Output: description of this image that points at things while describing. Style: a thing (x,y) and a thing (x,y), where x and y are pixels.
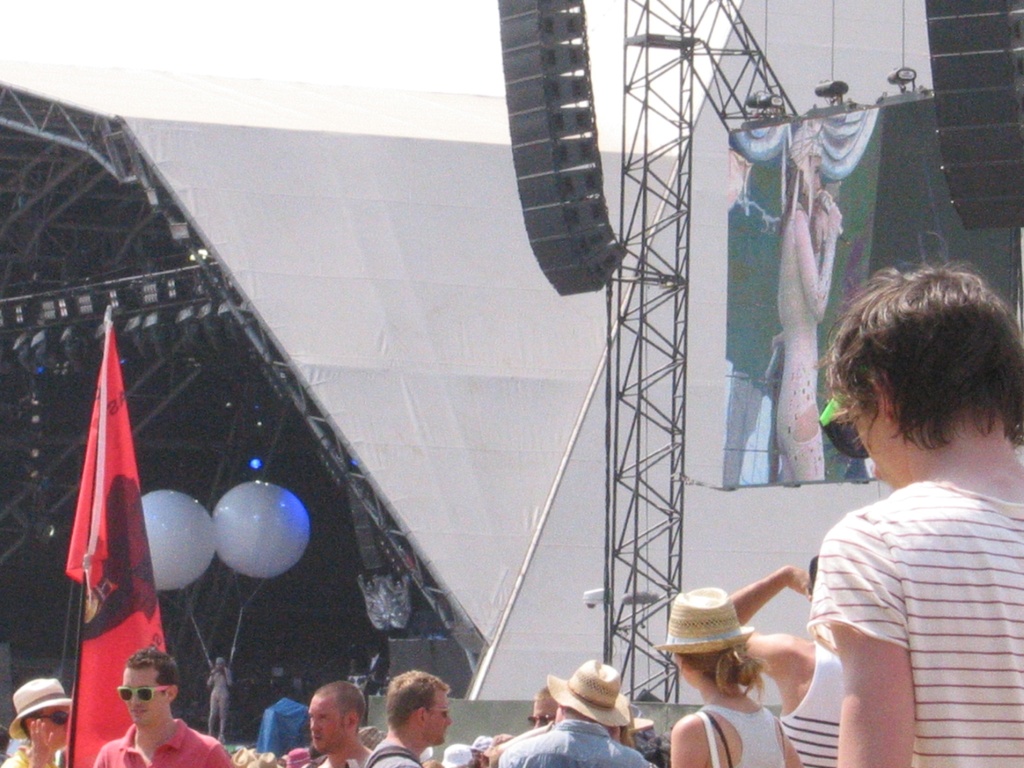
In this picture we can see a group of people (752,751) where some of them wore goggles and caps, flags (79,560), rods (103,449), balloons (195,555), screen (846,154), lights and some objects (566,89).
